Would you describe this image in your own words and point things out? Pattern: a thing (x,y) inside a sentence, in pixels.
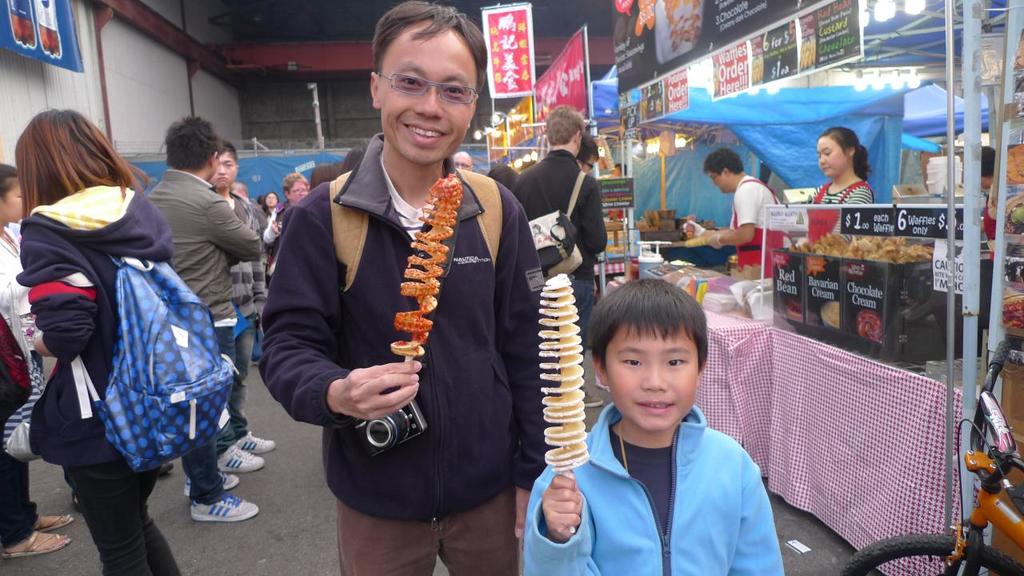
In this image there are two persons (536,285) standing and holding the potato spirals (545,303), and in the background (75,130) there are group of people (145,486) standing, food stall (504,136), bicycle (941,553), lights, price boards (704,9), papers (727,79), name boards (682,82), banners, food items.
